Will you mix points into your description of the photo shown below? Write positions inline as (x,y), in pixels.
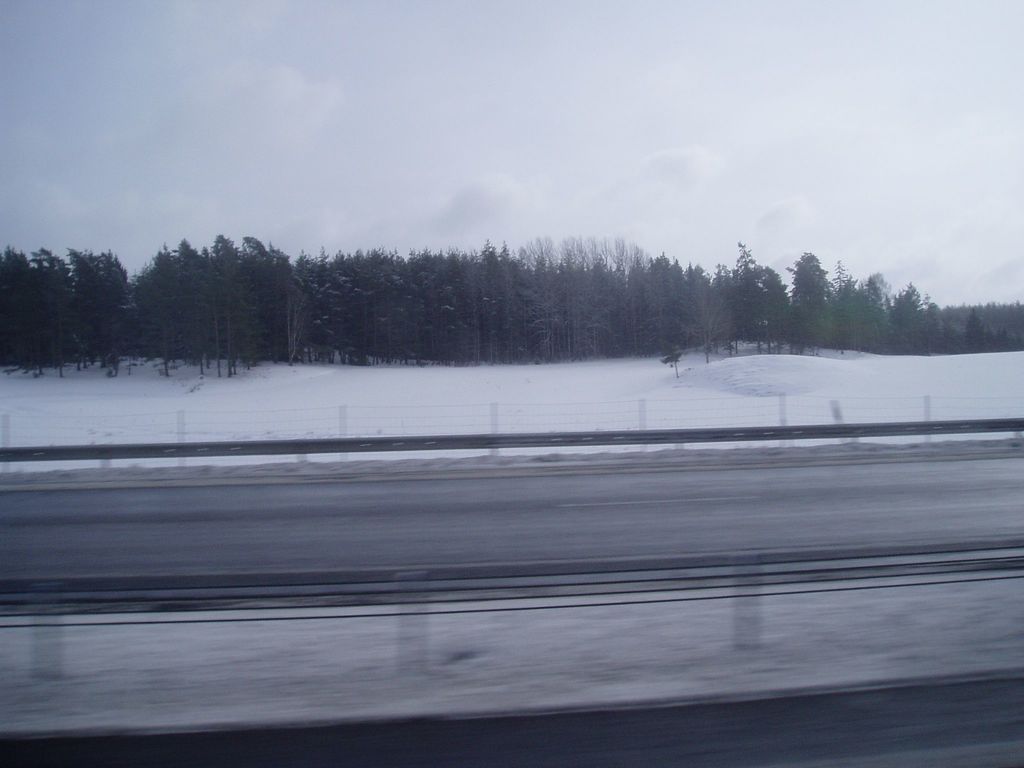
In this picture there is a road (561,544) and there is a fence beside it and the ground (487,394) is covered with snow (425,383) beside the fence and there are trees (471,291) in the background (438,302).
